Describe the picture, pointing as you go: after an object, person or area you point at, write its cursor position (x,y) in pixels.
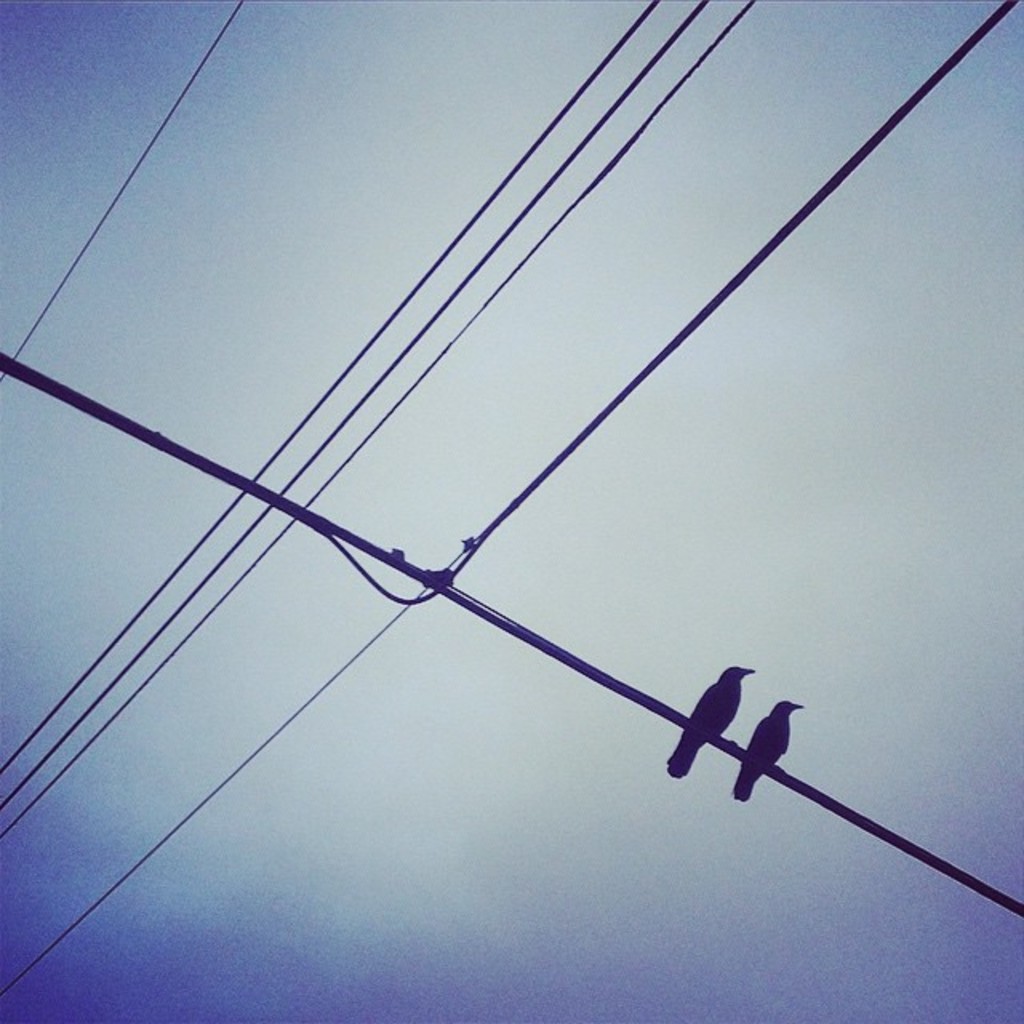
In this picture we can see wires (86,249) and two birds (735,705) on a wire (900,841) and in the background (407,662) we can see the sky (383,857).
